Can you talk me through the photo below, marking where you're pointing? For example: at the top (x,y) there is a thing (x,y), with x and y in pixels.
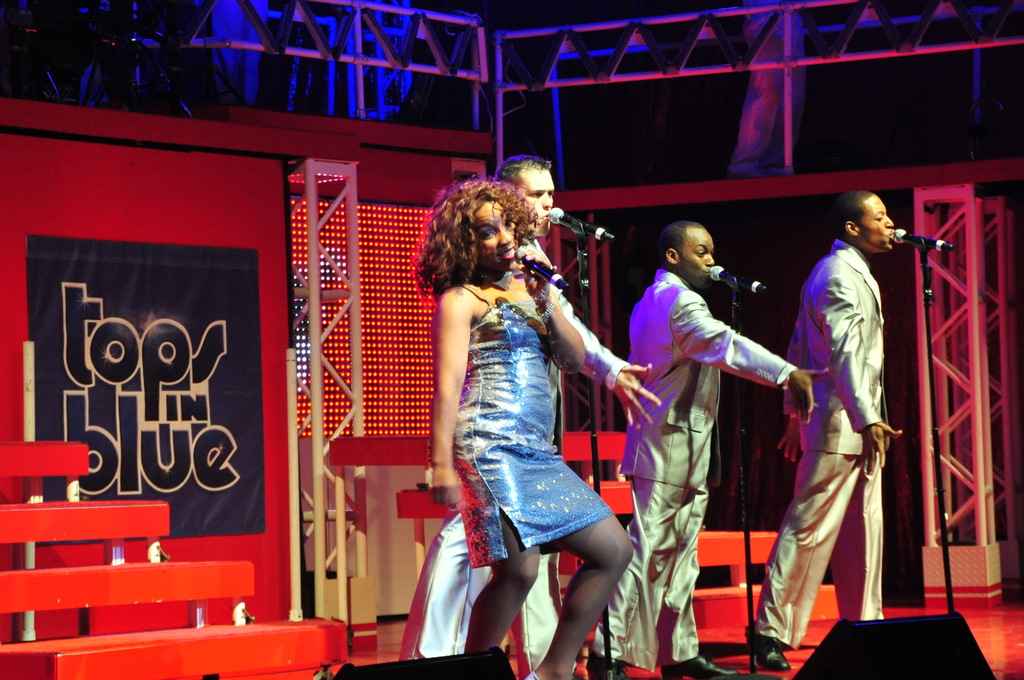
In this image we can see three men (874,393) standing on the stage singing and dancing. There is one black board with text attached to the red wall (19,431), two objects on the floor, three microphones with stands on the stage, some poles (325,291), some iron rods (959,235), two red objects (611,501) with poles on the stage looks like staircases (611,441), top of the image (715,169) is dark, one person's legs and some objects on the floor (627,668). There is one woman (534,284) holding a microphone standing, singing and dancing.
